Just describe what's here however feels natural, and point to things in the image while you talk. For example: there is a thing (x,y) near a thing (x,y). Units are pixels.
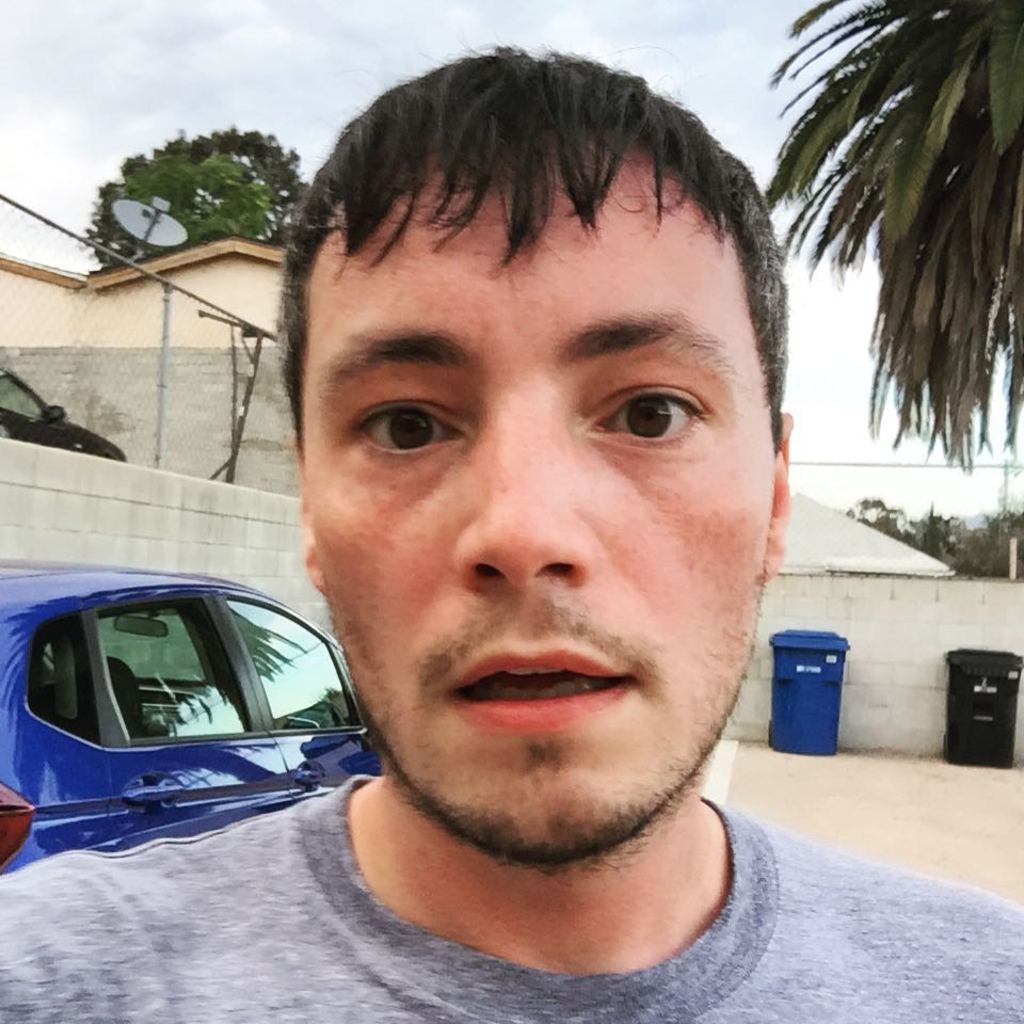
In this image there is a man (608,857). Behind the man (617,892) there is a blue color car (305,749). Image also consists of trash bins (957,714), fence (135,452), antenna (158,235) and many trees (950,199). In the background (193,278) there are houses (842,553). Wall (928,649) and ground (946,816) is visible. At the top (183,62) there is sky (197,60) with clouds (202,76).
